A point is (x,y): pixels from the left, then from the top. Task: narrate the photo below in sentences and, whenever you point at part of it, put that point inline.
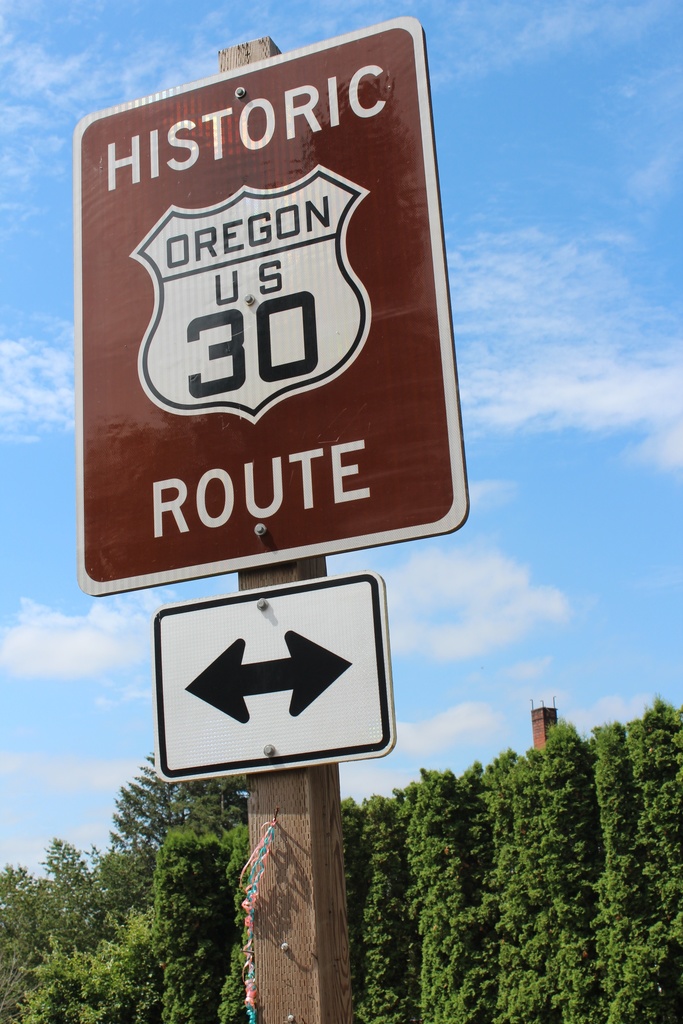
In this image there is a pole (267,948) for that pole (261,940) there is a board (306,538), on that board (230,463) there is some text (250,491), in the background (603,881) there are trees (566,843) and the sky (27,745).
